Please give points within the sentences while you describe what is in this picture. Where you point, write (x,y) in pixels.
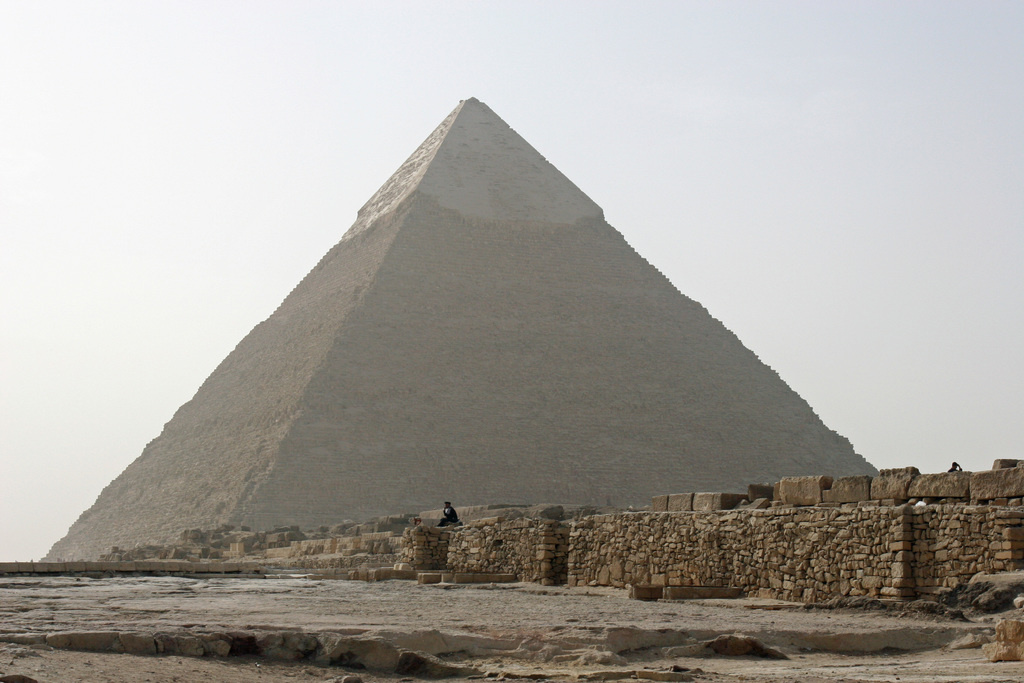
In this image I can see a pyramid (561,308) and stone wall (770,552). I can see two people (449,511). The sky (662,174) is in white and blue color.
